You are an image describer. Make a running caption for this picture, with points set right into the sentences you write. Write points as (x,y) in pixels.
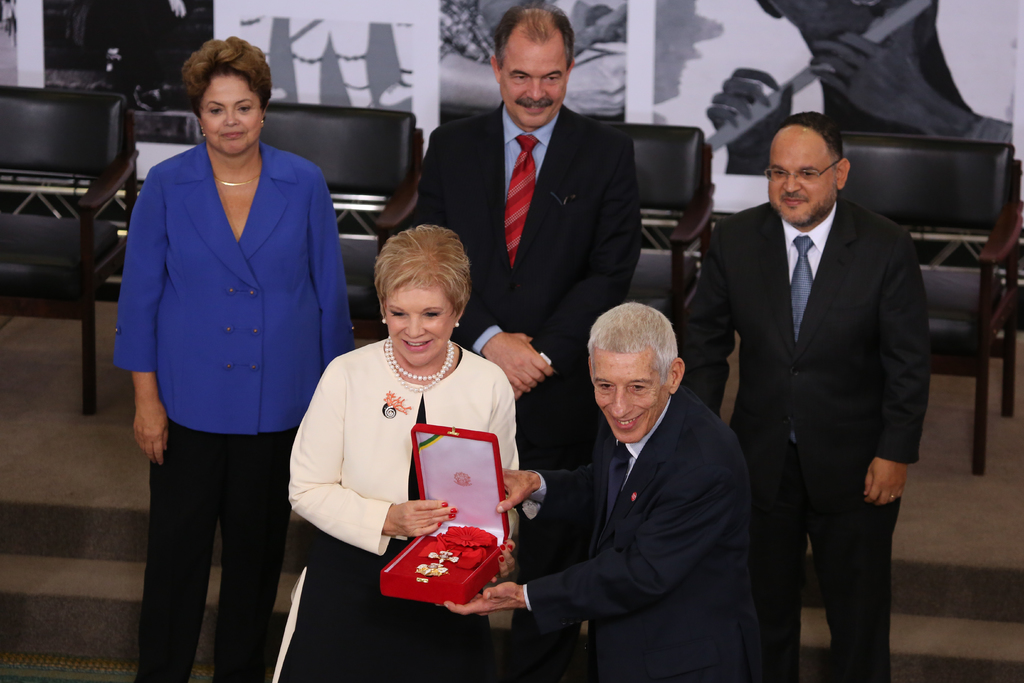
In the front of the image (609,414) there are people (831,304) and chairs (118,181). In the background of the image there are boards (99,72). Among them two people (620,379) are holding a box (480,505).
